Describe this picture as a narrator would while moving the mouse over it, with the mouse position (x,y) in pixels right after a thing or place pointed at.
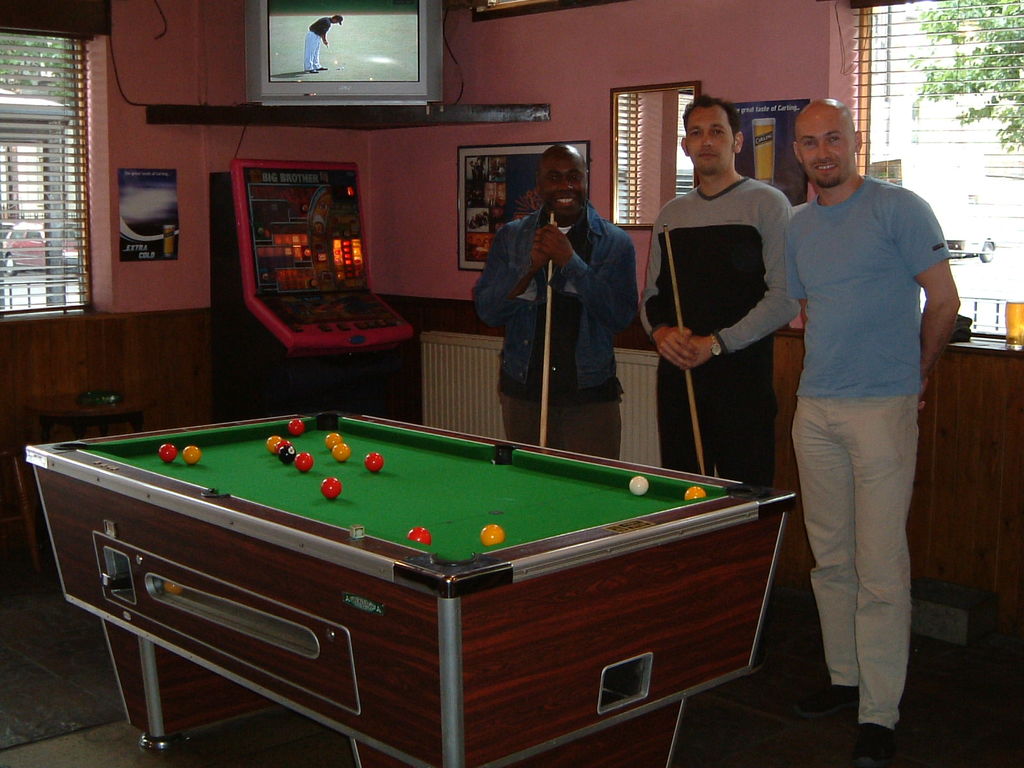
In the image we can see there are men (560,296) who are standing and the men (588,341) are holding sticks (694,403) in their hand (672,356) and there is a billiard board (316,496) in which there are balls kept and on the top (380,59) there is a tv (327,42).
